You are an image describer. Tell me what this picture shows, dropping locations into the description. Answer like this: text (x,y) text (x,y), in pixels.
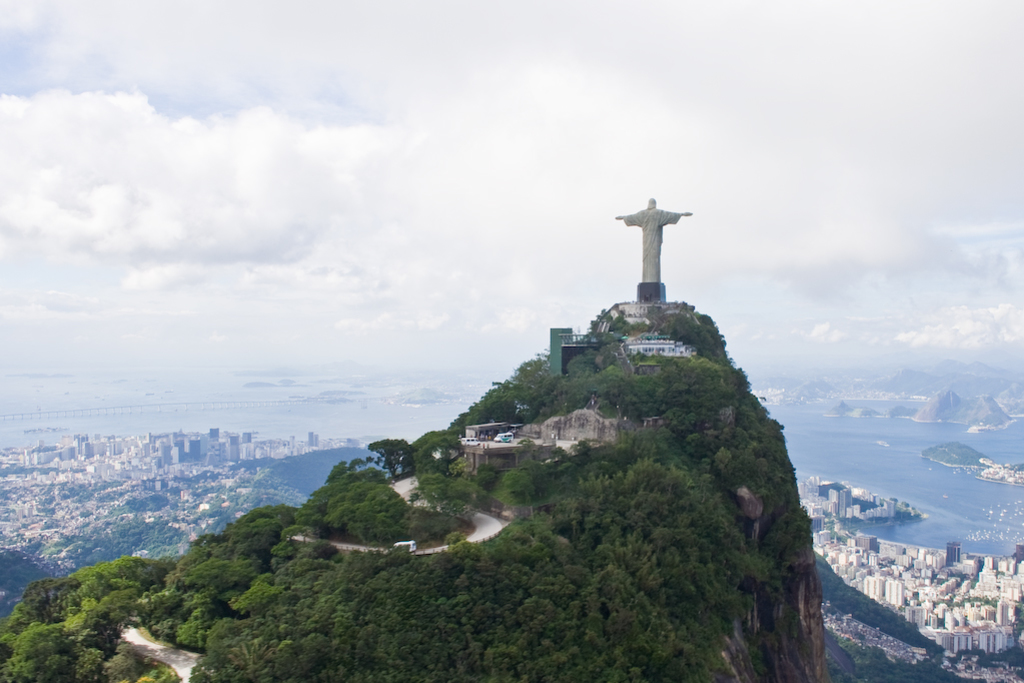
In this image I can see a mountain (649,541) on which I can see few trees (623,593), the road (484,533), few vehicles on the road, a building (633,352) and a statue (650,299). In the background (925,517) I can see the water (896,473), few buildings (916,548), few trees (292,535), few mountains (898,386) and the sky (442,200).
